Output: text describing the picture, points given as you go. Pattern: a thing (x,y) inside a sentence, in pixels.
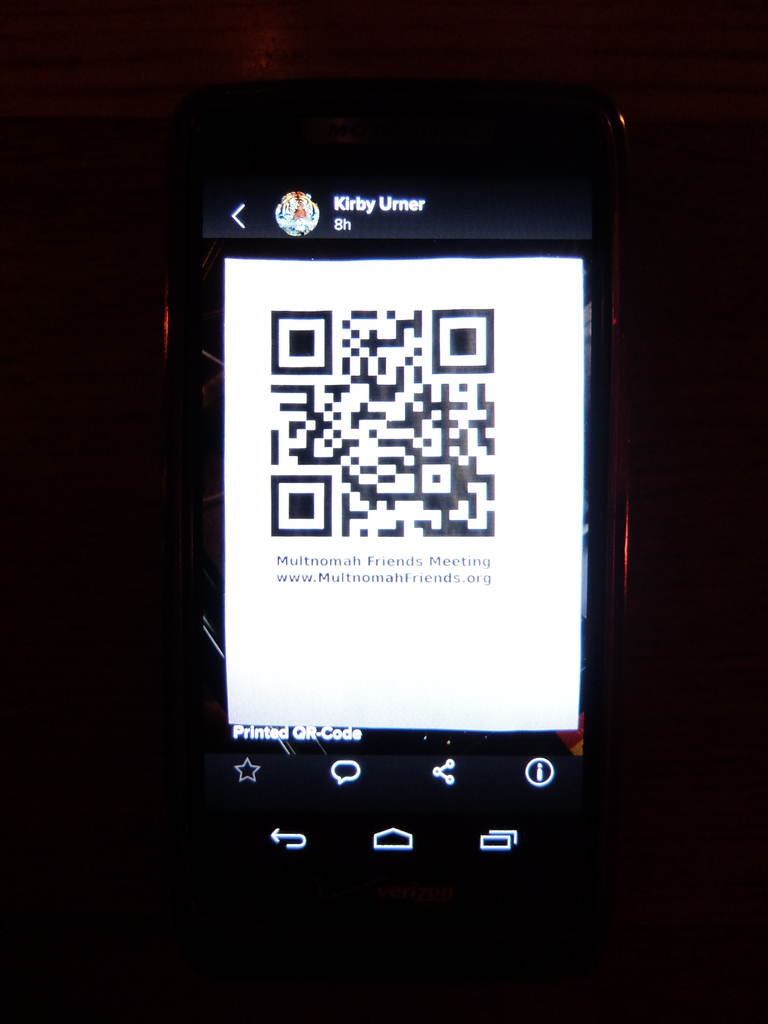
There is a mobile phone (236,618). There is a qr code (342,482) on the screen (340,514).
